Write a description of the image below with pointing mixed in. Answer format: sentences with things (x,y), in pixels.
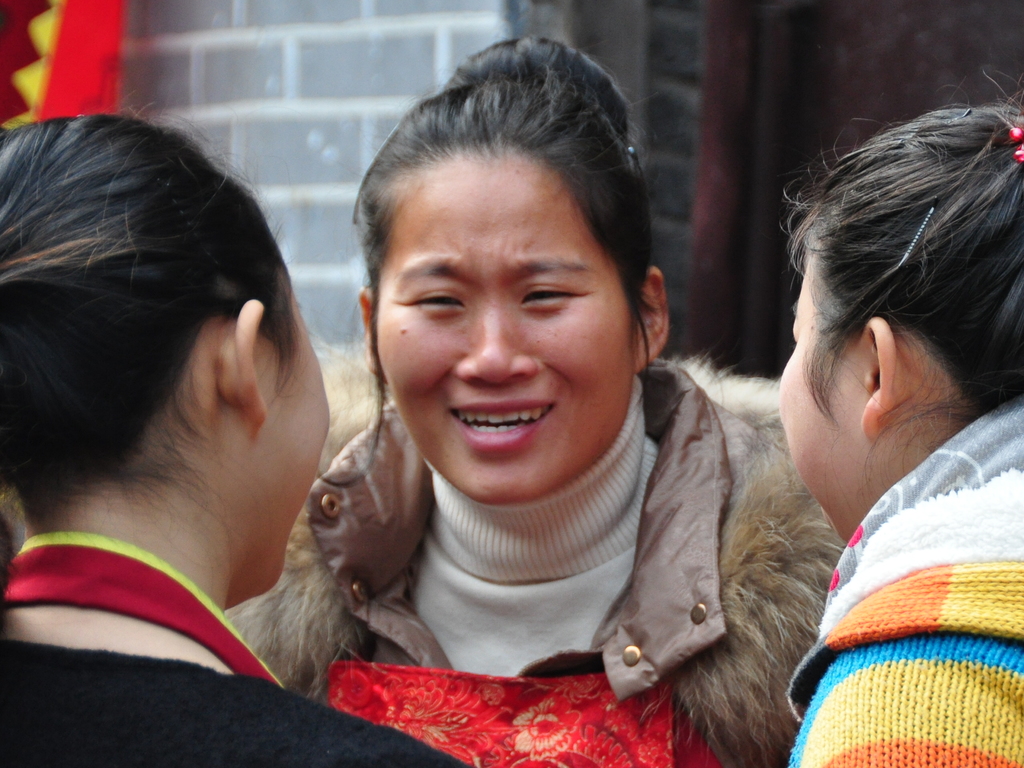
In the center of the image (551,287) there are three ladies (380,708). In the background of the image (218,25) there is wall (347,94). There is a red color cloth (72,51).
